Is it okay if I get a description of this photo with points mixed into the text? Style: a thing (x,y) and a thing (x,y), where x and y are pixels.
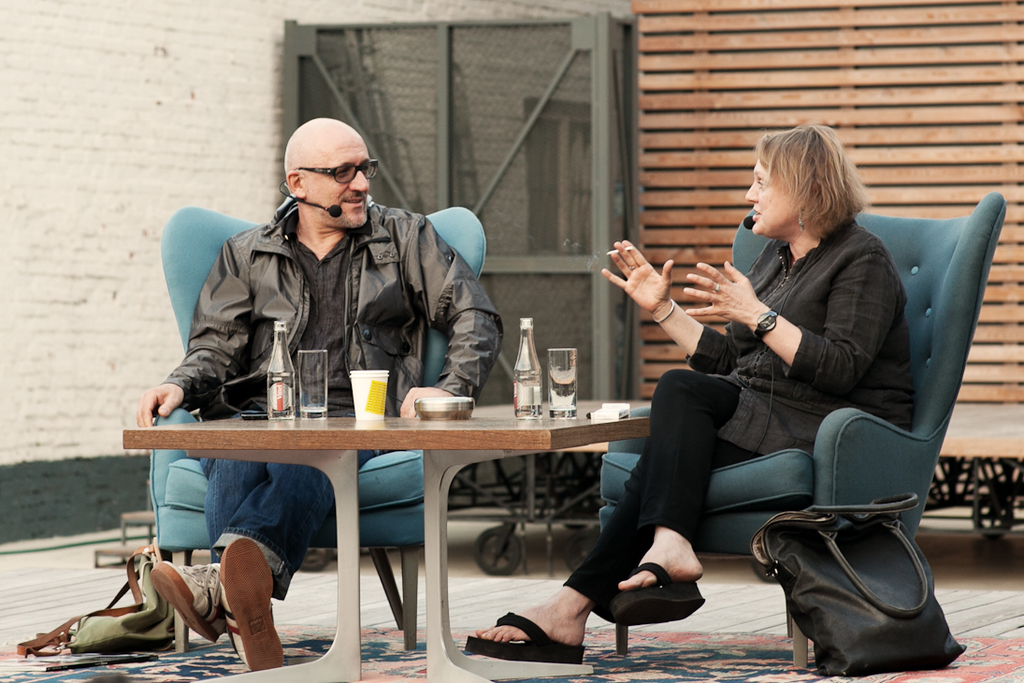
There are two persons (676,431) sitting on the chairs (726,517). This is a table (463,446). On the table (426,458) there are bottles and glasses (555,352). This is floor (690,661) and there are bags (808,609). In the background (151,184) we can see wall (201,74).
